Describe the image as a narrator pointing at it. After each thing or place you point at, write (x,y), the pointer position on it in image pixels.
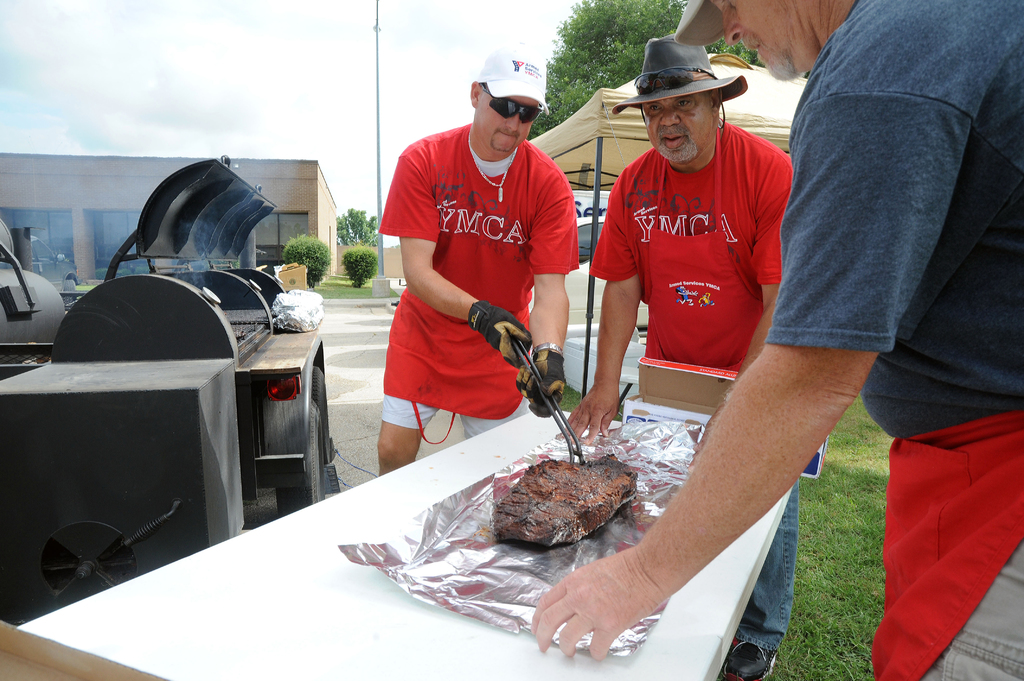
In this image there is a person (522,293) holding some object (540,371). Beside him there are two other people (890,223) standing on the grass (877,528). In front of them there is a table (158,652). On top of it there are some objects (526,478). On the left side of the image (230,263) there are a few objects (205,370). In the background of the image (43,177) there is a building (21,198). There are plants (359,249), trees (367,244) and a pole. On the right side of the image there is a tent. There is a car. At the top of the image (241,50) there are clouds (160,33) in the sky (134,25).
